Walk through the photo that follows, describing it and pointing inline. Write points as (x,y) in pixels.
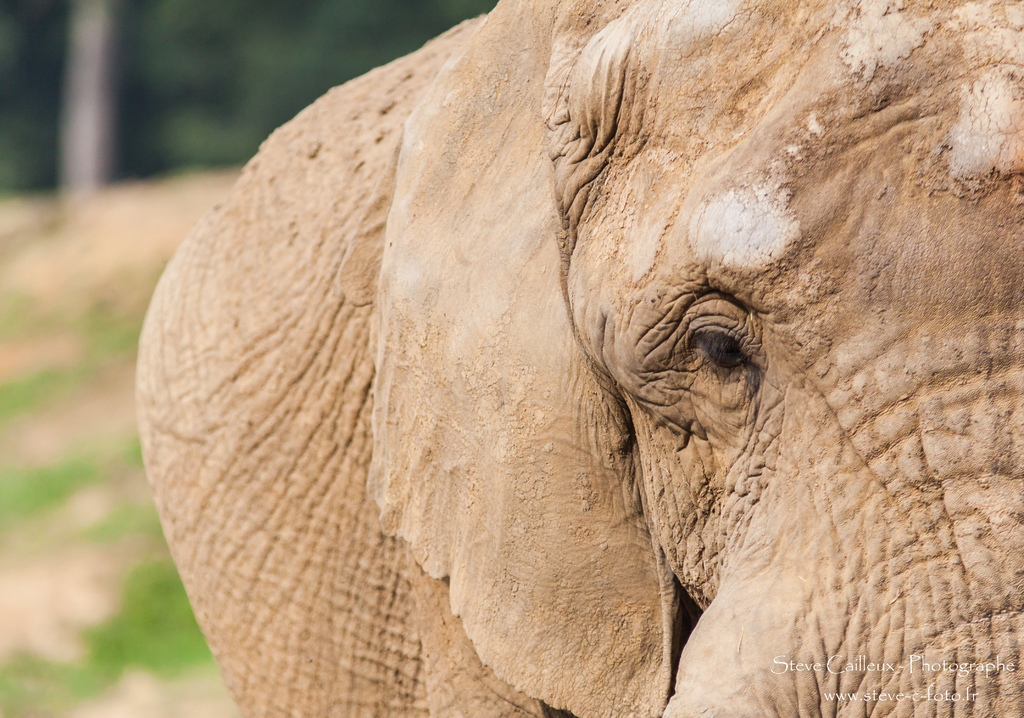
In the picture there is an elephant (530,400) present.
